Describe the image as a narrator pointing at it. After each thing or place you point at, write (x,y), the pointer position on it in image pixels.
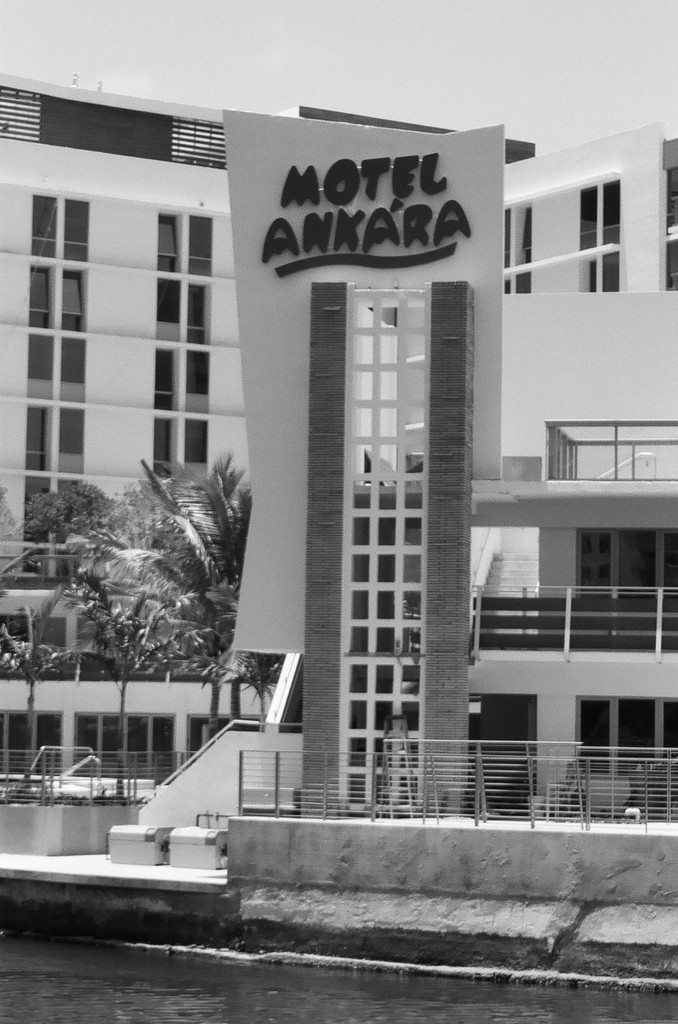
We can see water (402,996), fences (530,804), wall (423,842) and board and we can see buildings (126,714) and trees (220,541). In the background (437,73) we can see sky (459,26).
